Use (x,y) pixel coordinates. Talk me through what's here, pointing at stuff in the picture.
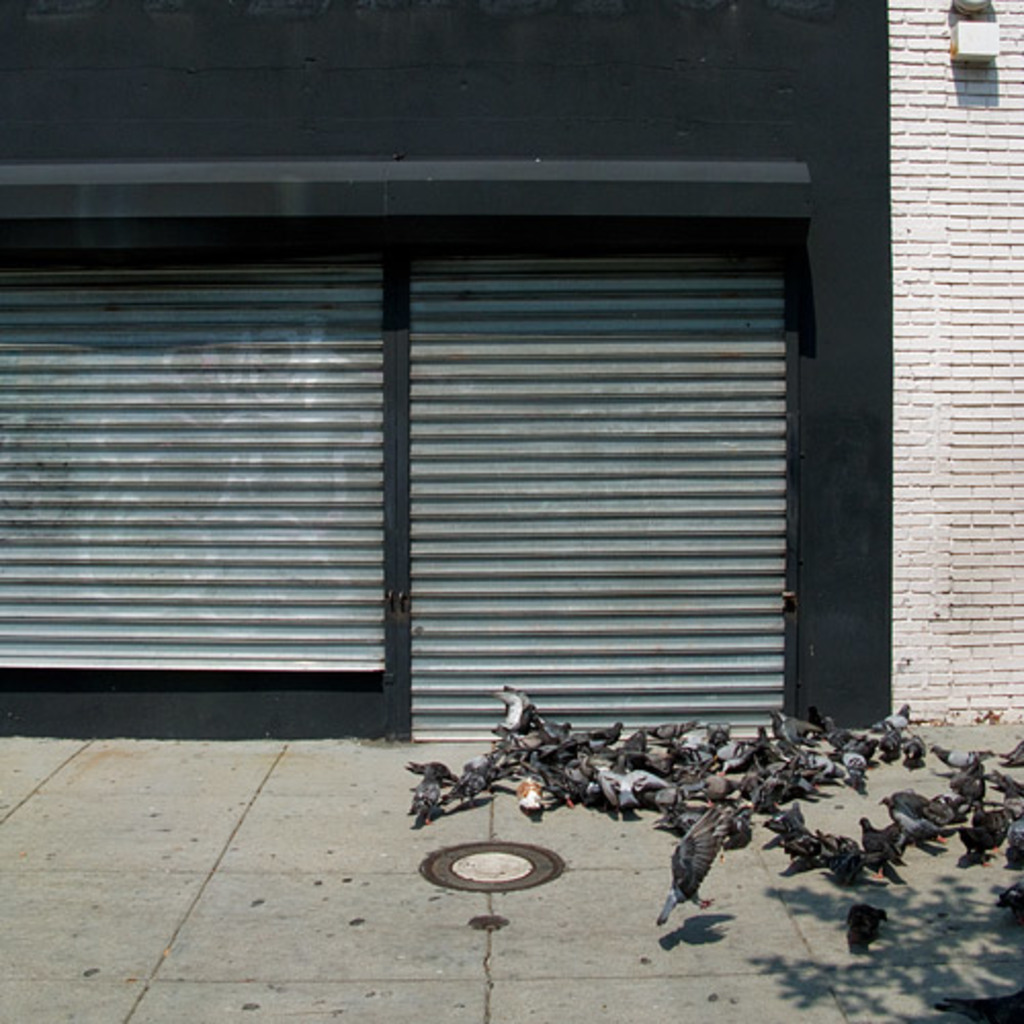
This picture is clicked outside. On the right (716,817) we can see the group of pigeons (782,737) standing on the ground (990,891) and seems to be eating some food item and we can see a pigeon (699,849) seems to be flying in the air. In the background (811,326) we can see the wall (970,280) of the building (920,82) and we can see the shutters (277,428) and some other items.
